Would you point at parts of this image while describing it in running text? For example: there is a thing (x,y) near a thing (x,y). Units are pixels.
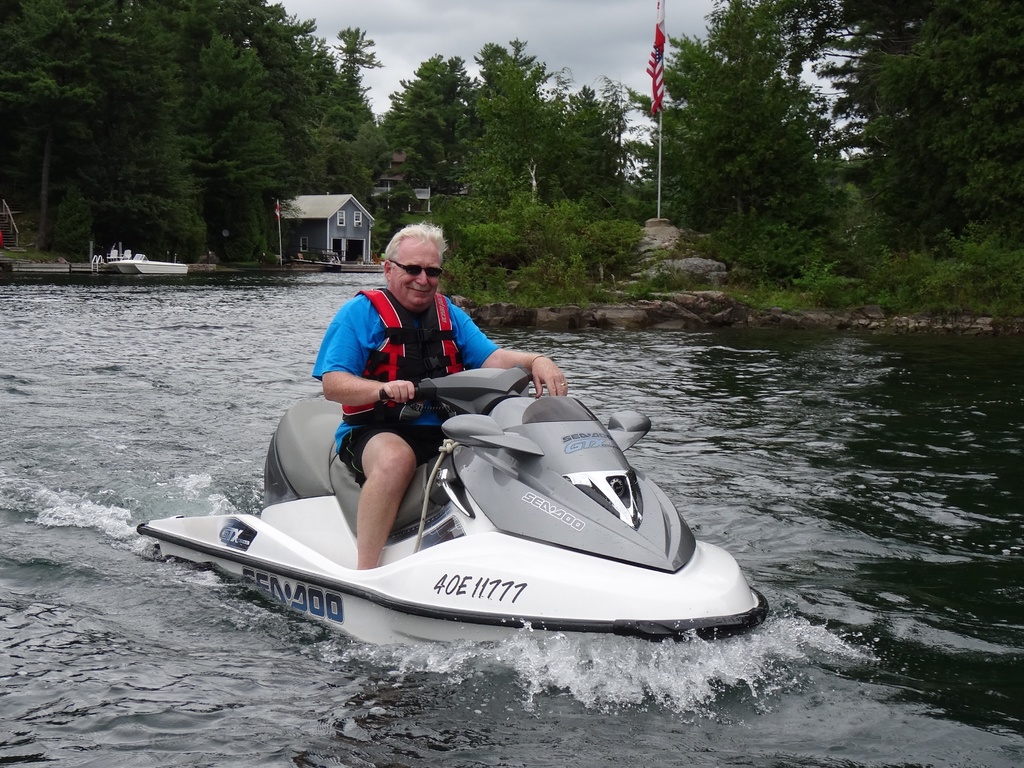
There is a person (366,312) in blue color t-shirt (354,320), sitting on the seat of boat (421,475) and driving this boat (434,544) on the water (816,501) of river (153,315). In the background (174,260), there is another boat (187,264) on the water (181,275), there are plants (865,214), trees (914,129), a house (335,233) and there are clouds (483,16) in the sky (576,57).
